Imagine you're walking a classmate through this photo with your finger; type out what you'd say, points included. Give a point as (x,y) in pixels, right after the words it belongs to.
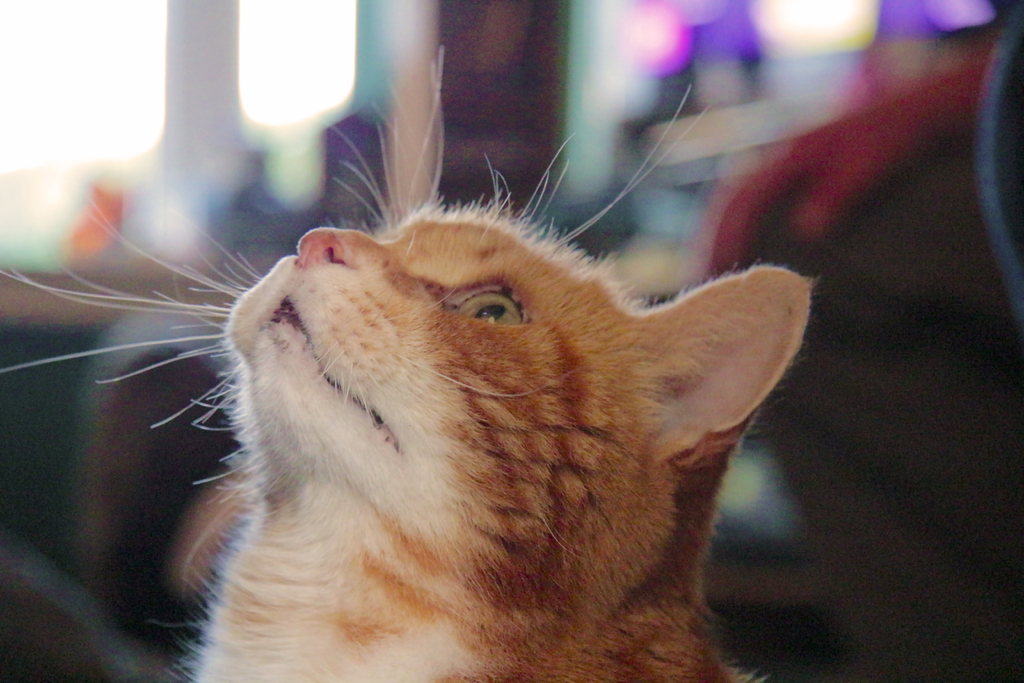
In this image we can see a cat (461,440).
